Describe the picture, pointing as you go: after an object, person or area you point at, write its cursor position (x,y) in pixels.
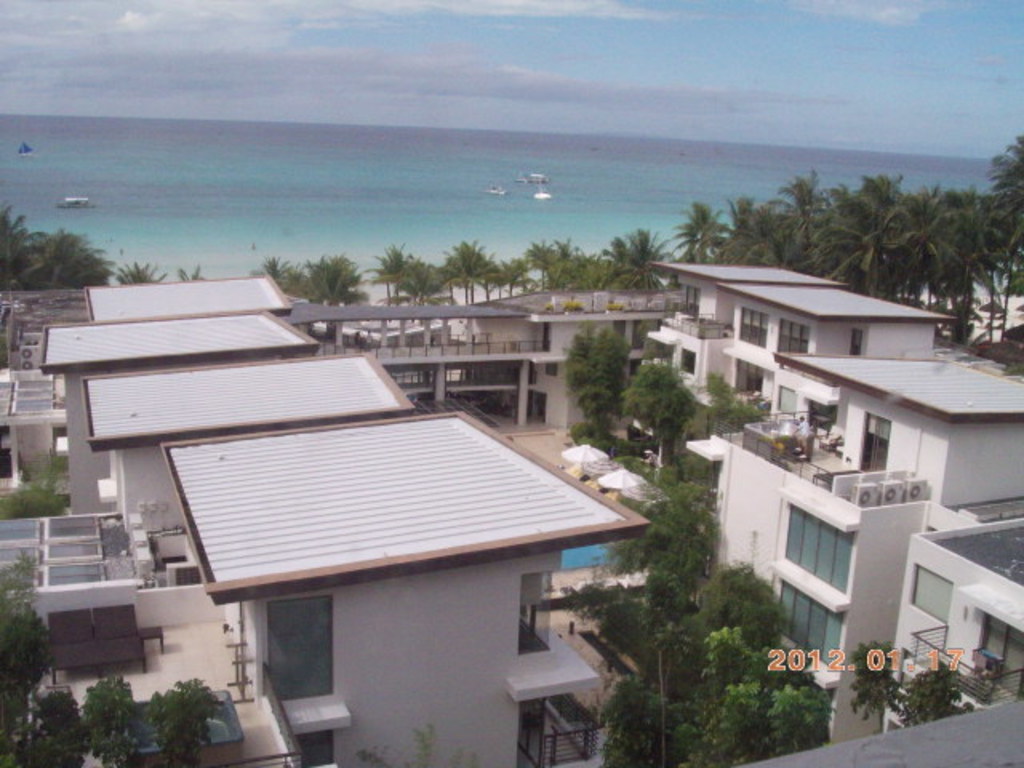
This is the picture of a sea (464,169). In this image there are buildings (315,373) and trees (711,766) and umbrellas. At the back (542,149) there are boats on the water (422,177). At the top (165,12) there is sky (593,49) and there are clouds (512,70). At the bottom (759,634) there are buildings (356,318) and there are trees (311,283).
